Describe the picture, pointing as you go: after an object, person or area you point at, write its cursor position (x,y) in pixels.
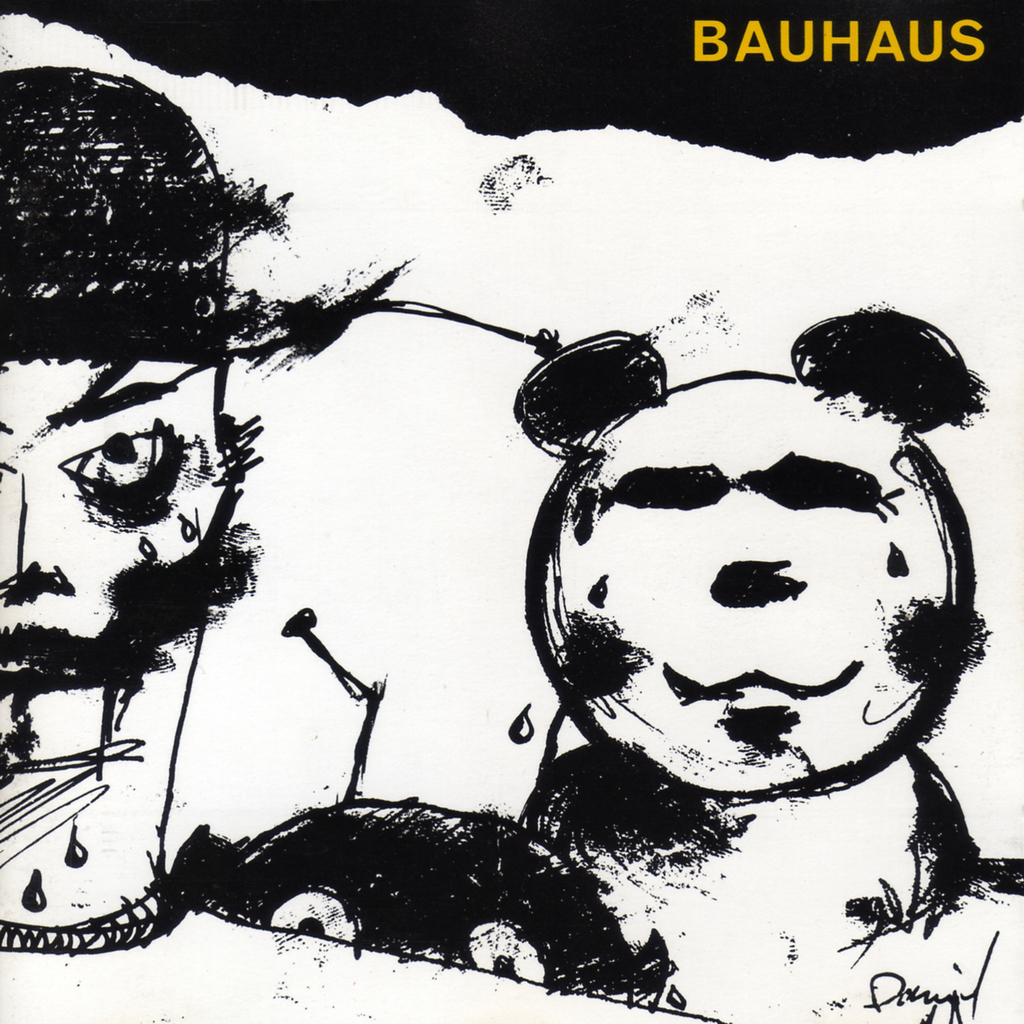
In this image a painting (533,540) and a text (711,61).
